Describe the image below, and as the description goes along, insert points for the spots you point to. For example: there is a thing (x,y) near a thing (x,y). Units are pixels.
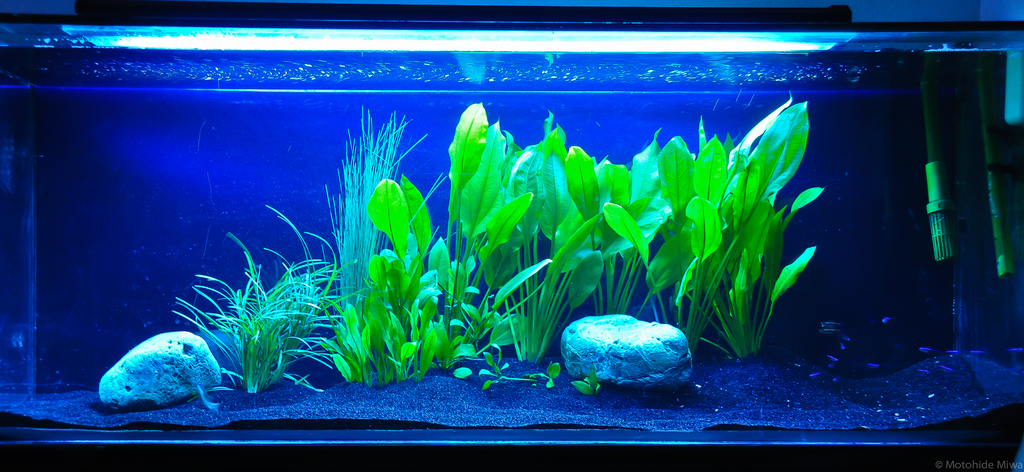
In this image I can see an aquarium (316,366). In this aquarium (411,337) I can see the grass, plants (525,318) and the stones (622,377). I can also see the fish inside the aquarium (784,343).
